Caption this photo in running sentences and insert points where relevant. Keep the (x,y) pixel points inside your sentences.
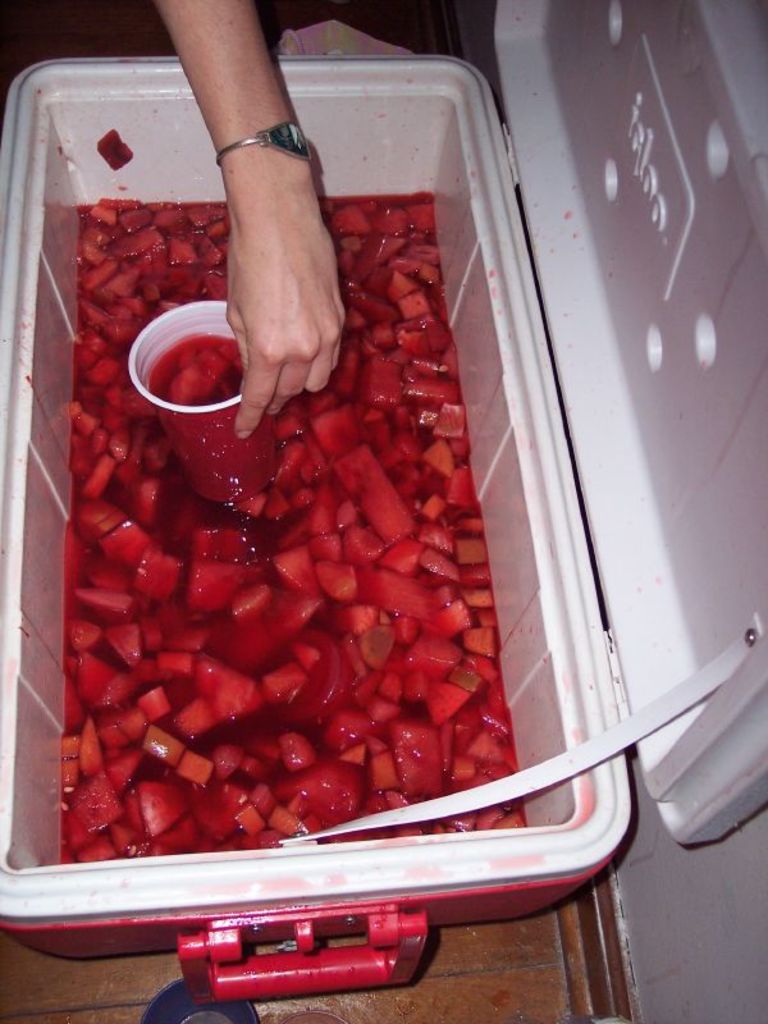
In the image we can see a container (303,122), in the container (541,125) there are pieces of fruits (213,559) mixed in water (244,590). This is a glass (221,431), human hand (281,242) and a bracelet (283,142), this is a floor (537,979).
